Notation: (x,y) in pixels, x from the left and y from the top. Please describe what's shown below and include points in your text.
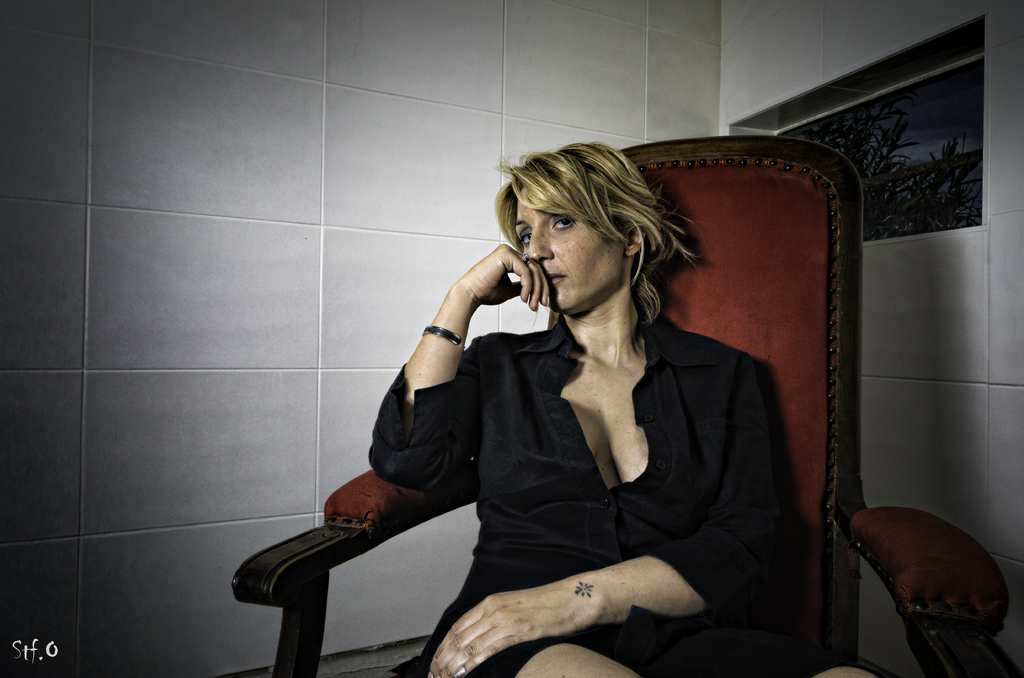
In this image we can see a woman (511,486) sitting on the chair (679,216). In the background (206,426) we can see walls (338,103), trees (875,142) and sky (932,117).
